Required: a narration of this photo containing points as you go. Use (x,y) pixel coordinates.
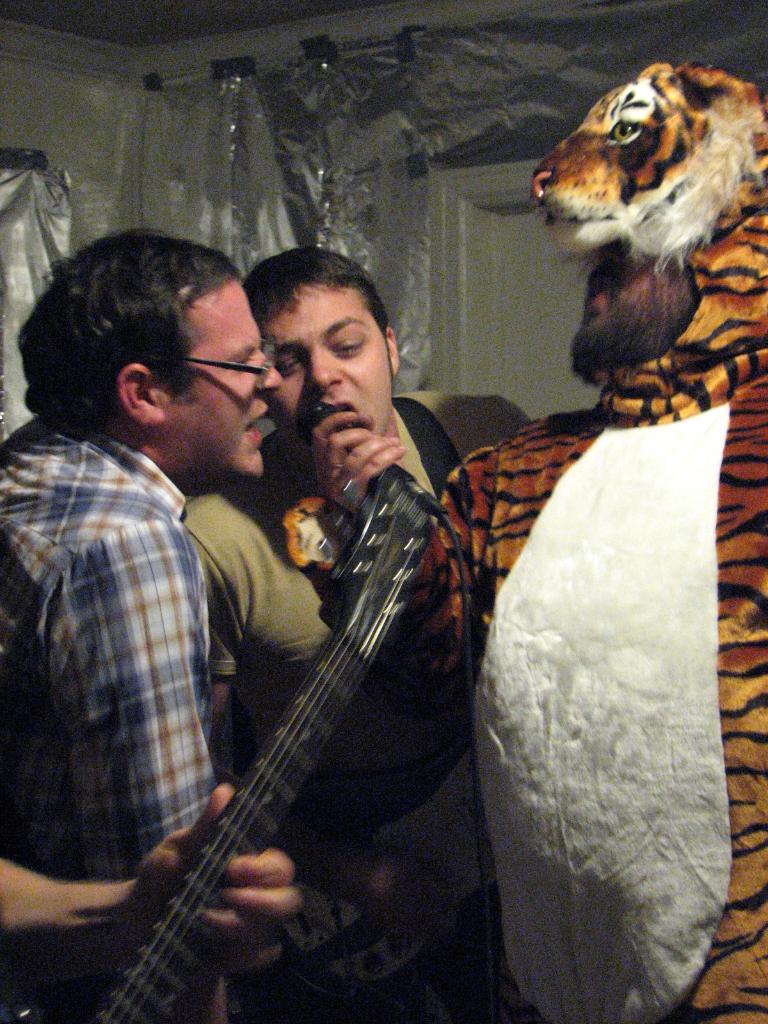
In this image two persons (175,607) standing are singing. Person (721,884) at the right side (690,675) is wearing a tiger dress (603,672) is holding a mike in his hand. At the left bottom (35,884) there is a person hand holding a guitar (146,951).
